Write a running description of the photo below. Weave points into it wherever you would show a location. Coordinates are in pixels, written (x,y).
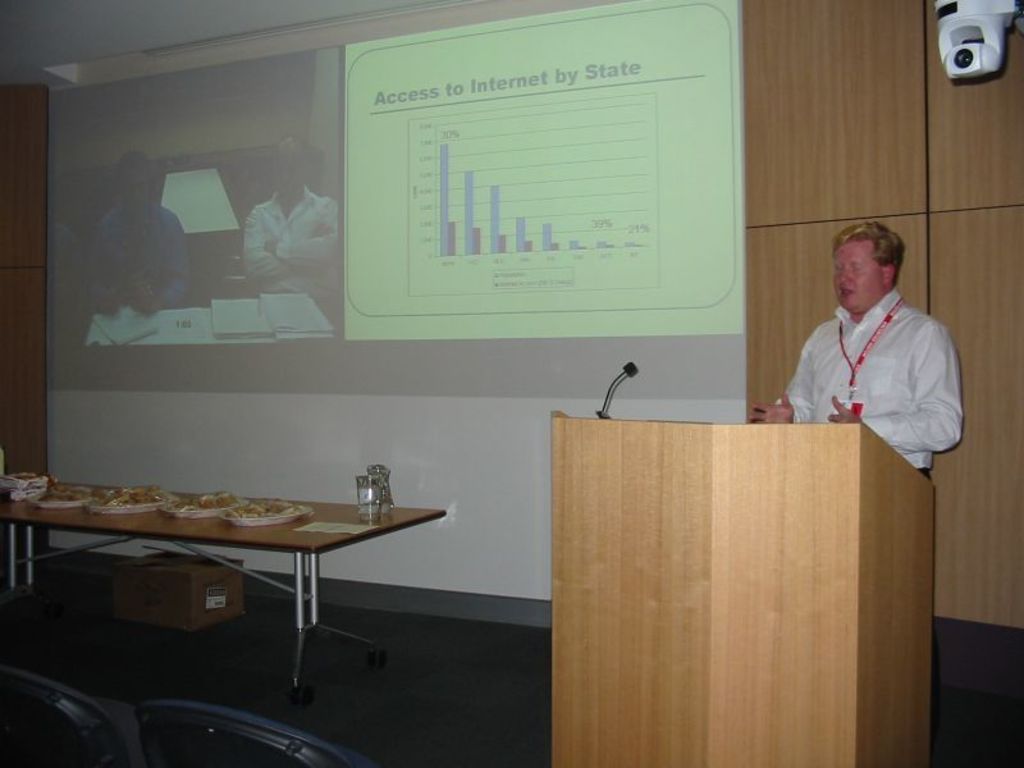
In this image there is a man (799,405) standing near podium (671,610), and the background (986,4) there is screen (670,120), camera (969,73), table (84,501), food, glass (369,486).
